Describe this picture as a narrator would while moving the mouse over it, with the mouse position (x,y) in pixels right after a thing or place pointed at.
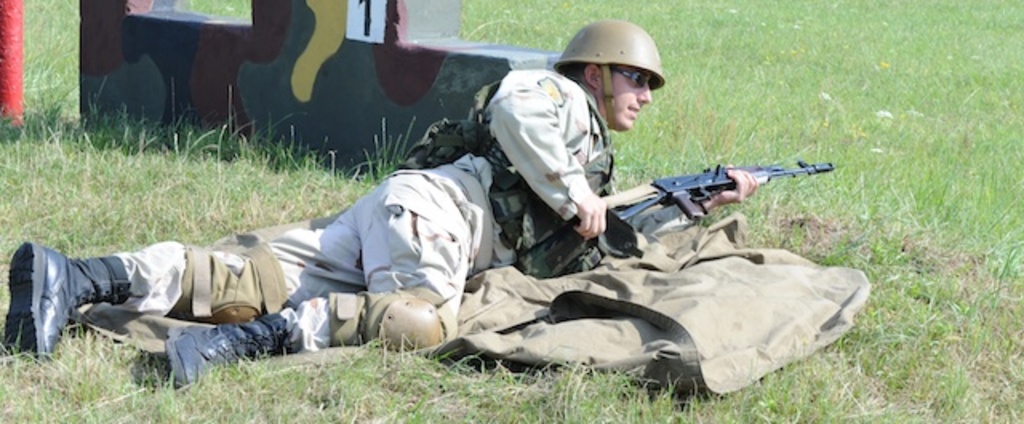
This image consists of a man (475,226) lying on the ground (490,422). He is holding a gun (710,183) and wearing a helmet (607,66). At the bottom (549,372), there is green grass (467,413) on the ground (562,418). On the left (274,87), we can see a wall (340,62) and a pole (16,46).
